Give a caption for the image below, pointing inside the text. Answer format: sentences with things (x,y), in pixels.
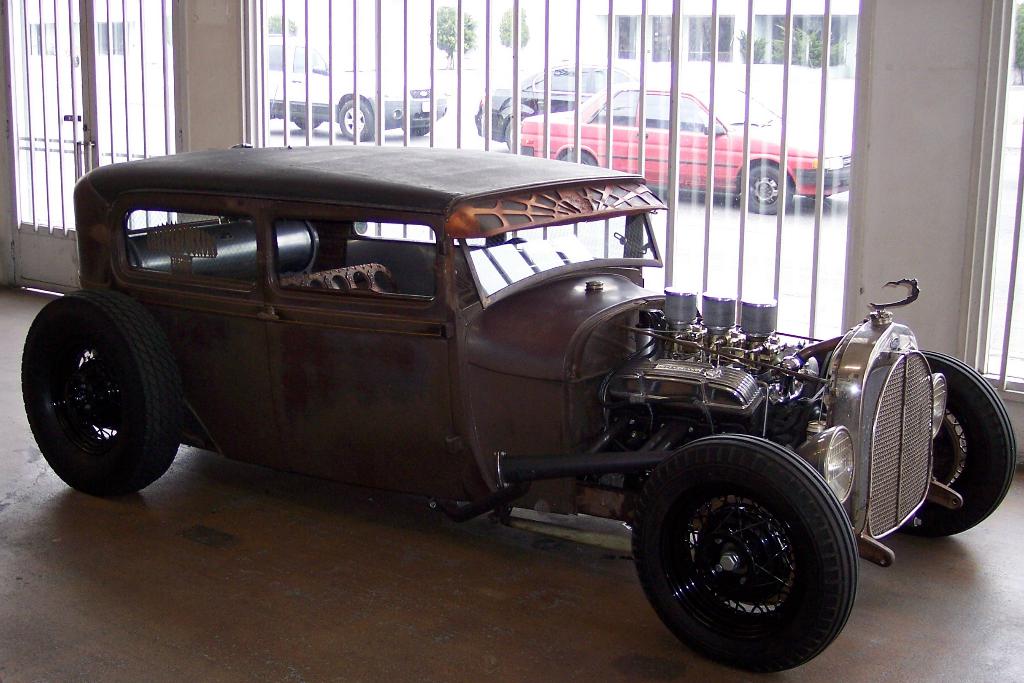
In this image I can see few vehicles (523,333). In front (583,458) the vehicle (406,340) is in brown color. In the background (710,103) I can see the gate (109,38) and I can also see few plants (466,37).
